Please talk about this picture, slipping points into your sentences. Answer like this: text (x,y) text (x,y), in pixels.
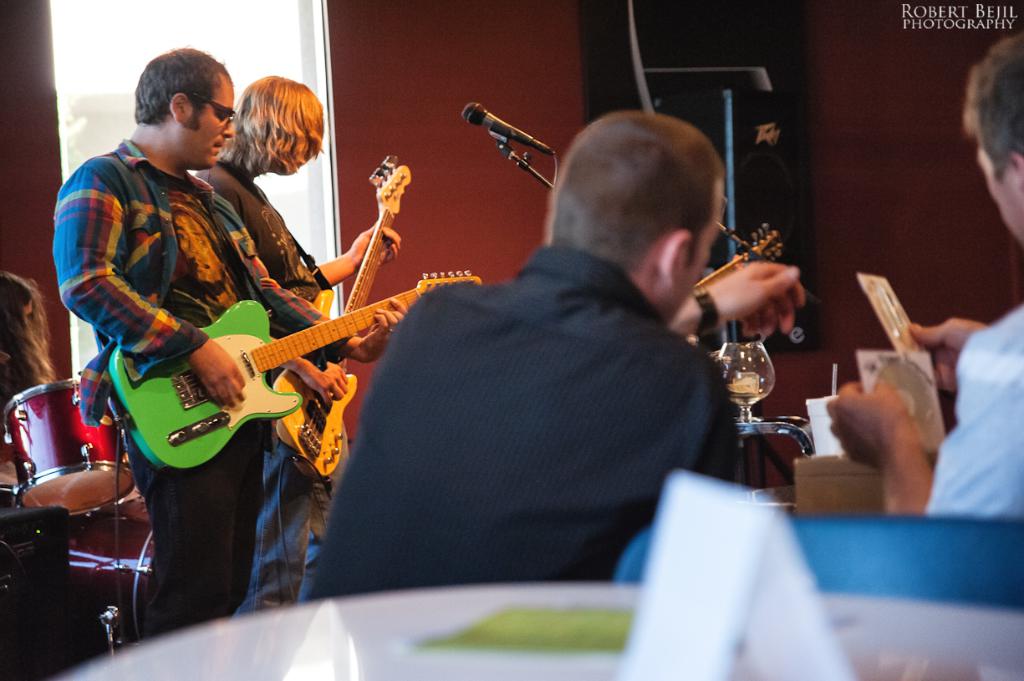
This two persons (211,391) are playing guitars (365,314) in-front of mics (521,140). Corner of the room (742,63) there is a speaker (724,113). The wall (511,72) is in red color. Backside of this person's (121,272) there is a musical drum (89,426) This two persons (489,428) are sitting on chairs (903,552). This man (652,496) wore black shirt (594,415) and this man (959,417) is holding a CD (871,364). On this table (406,658) there is a card (780,588).
